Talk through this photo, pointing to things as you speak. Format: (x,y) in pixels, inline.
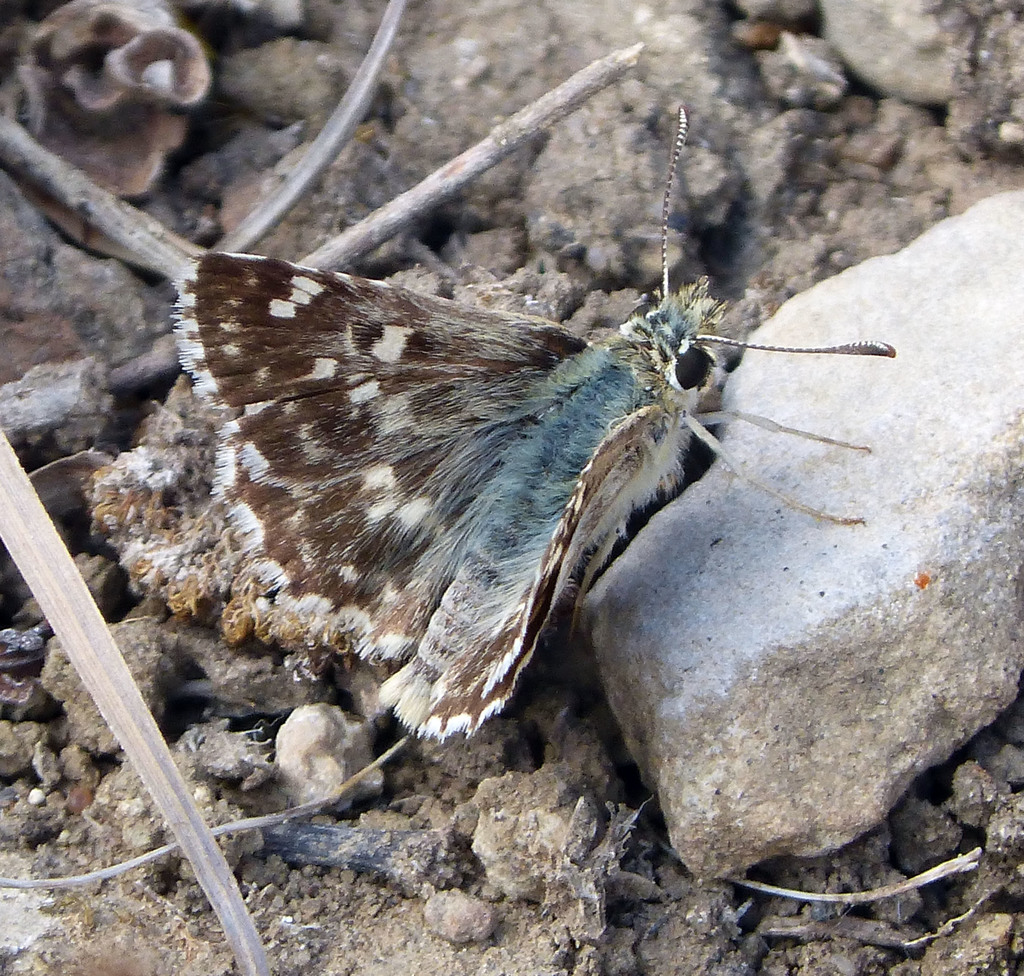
In this image, we can see a butterfly (449,505). Here we can see stones (476,908), sticks (87,230).
